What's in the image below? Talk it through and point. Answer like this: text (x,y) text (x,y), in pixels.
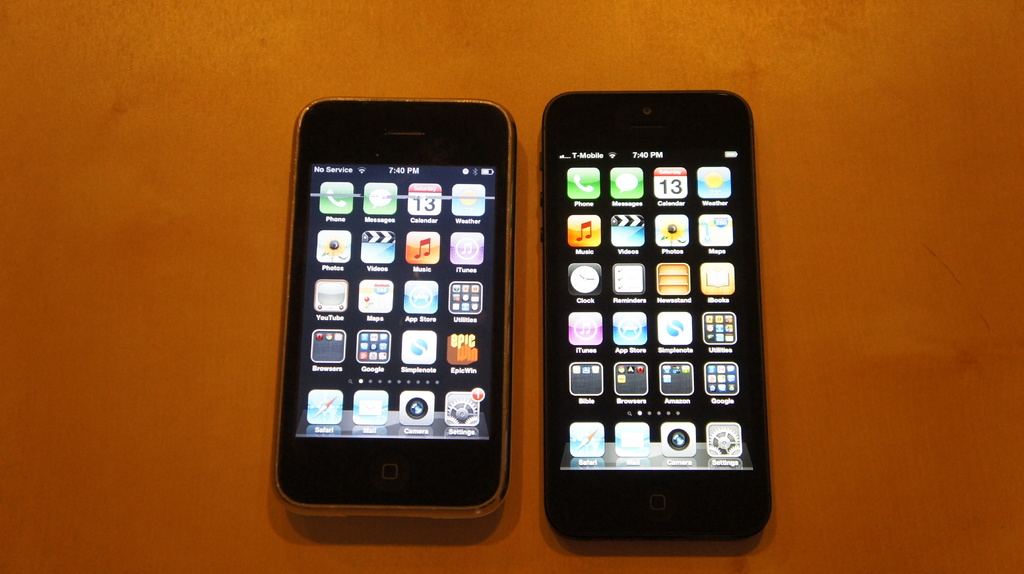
In this picture there are two mobile phones (625,416) on the table (874,318). Both the phones screen (615,290) are open.
